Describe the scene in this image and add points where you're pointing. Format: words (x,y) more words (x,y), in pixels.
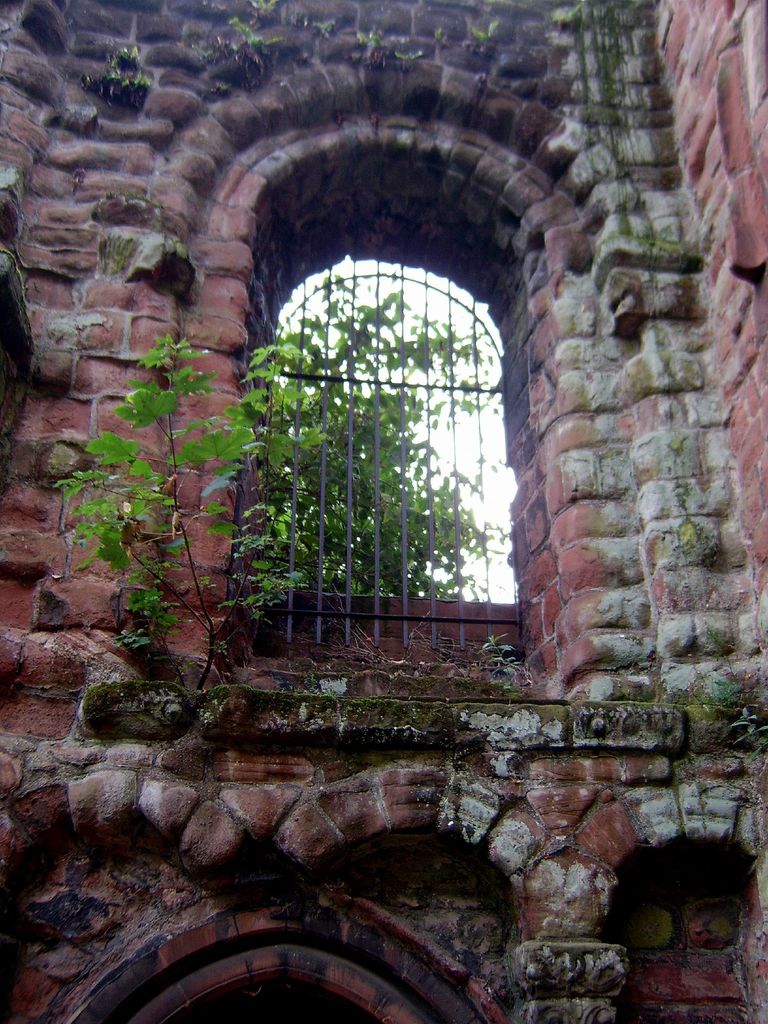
In this image I can see red colour wall (282,809), a window (358,481) and plants (264,446).
